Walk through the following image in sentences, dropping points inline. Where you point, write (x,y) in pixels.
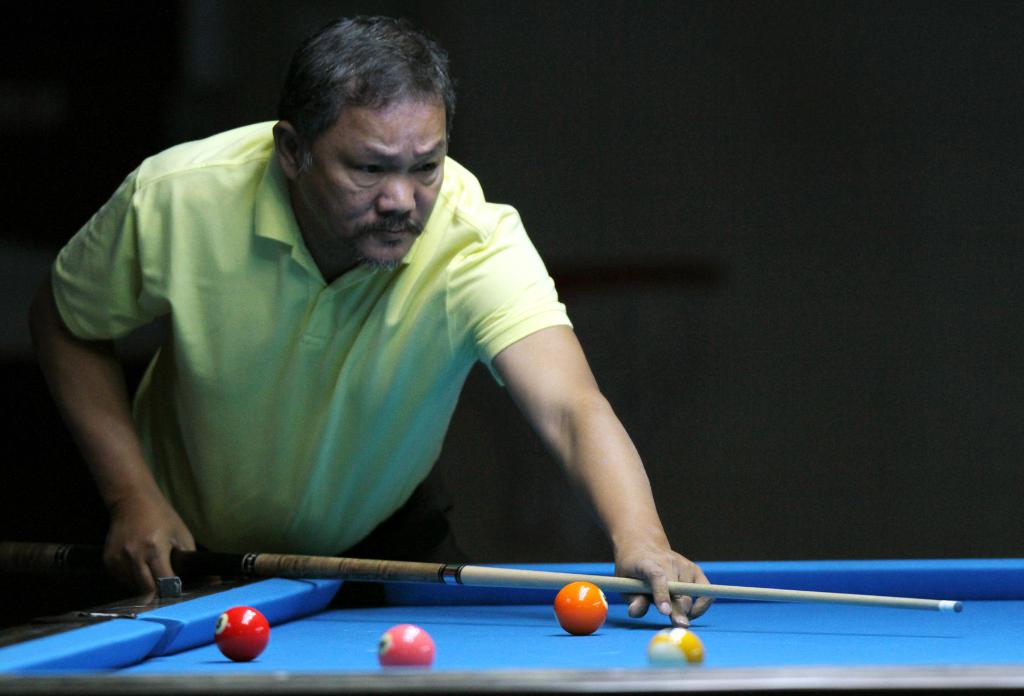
In this image, we can see a person (332,392) who is wearing yellow T-shirt (231,365) and he is holding a snooker stick (417,565) in his hand (169,561) and he is looking towards the table (524,623) which is blue in color and the background (835,427) is dark.
